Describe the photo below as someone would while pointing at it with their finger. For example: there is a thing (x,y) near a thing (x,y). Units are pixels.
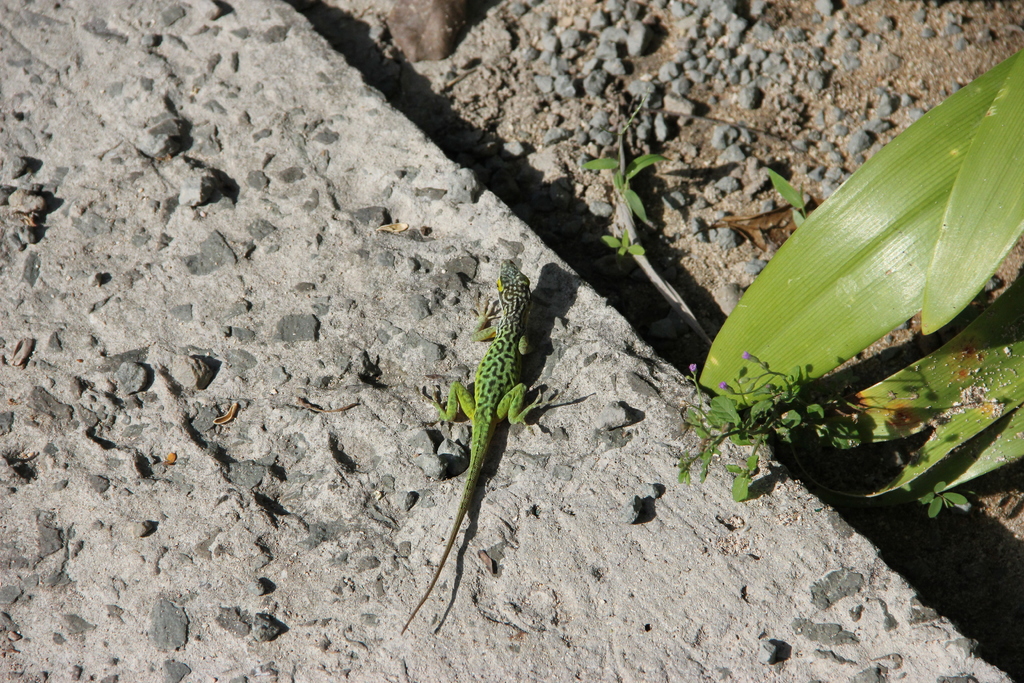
In this image I can see a lizard (487,440) on the wall (481,485), side there are some stones (648,99) on the ground (606,155) and some leaves (773,344).
